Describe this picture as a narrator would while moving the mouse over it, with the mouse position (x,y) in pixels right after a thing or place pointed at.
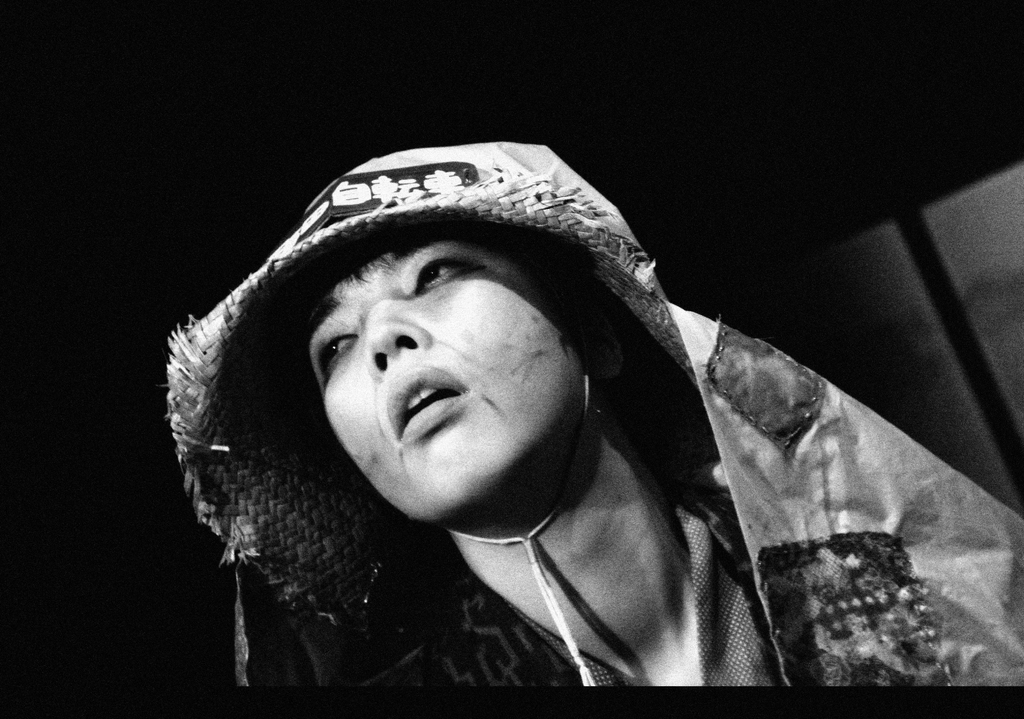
This is a black and white image. I can see a person (598,647) with a cloth (830,549) in the head (446,216). The background (180,30) looks dark.
